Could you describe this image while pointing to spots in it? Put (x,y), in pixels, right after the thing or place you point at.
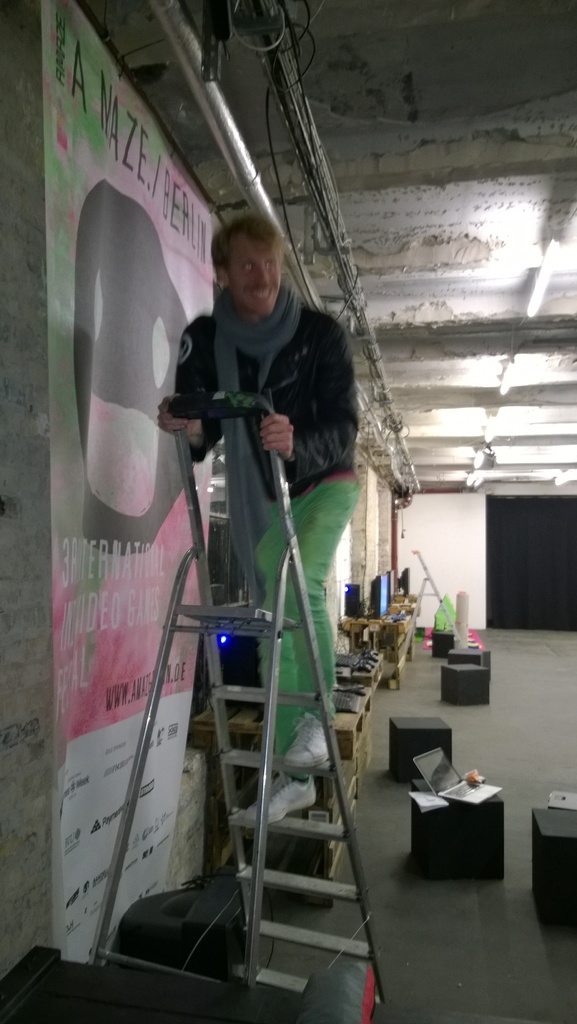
In the image there is a man (301,746) climbing a ladder (217,688) and beside him there is some poster (189,666) and behind the man (298,780) there are many objects (405,754) kept on the floor (462,907), there is a rod (243,146) and some electric items (338,209) fit to the roof (376,288) of the room (387,462).
